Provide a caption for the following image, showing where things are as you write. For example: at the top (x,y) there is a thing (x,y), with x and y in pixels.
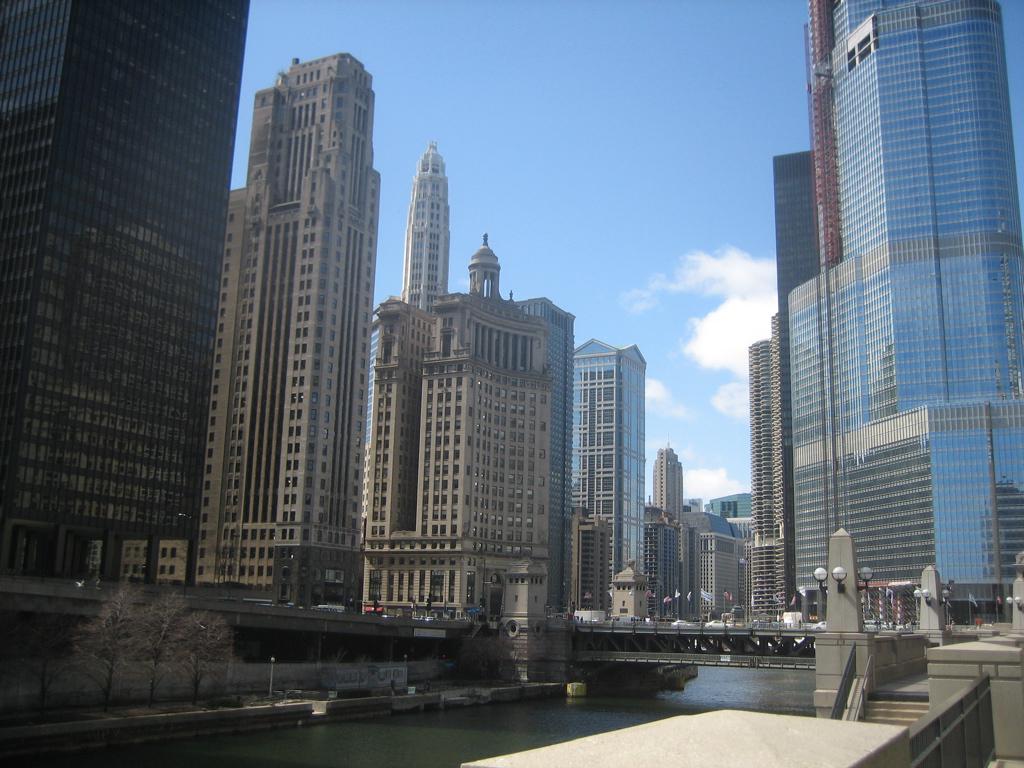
In the foreground of this image (978,725), on the bottom (973,737), there is railing (971,740), stairs (910,710) and the lights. In the background (708,636), there is a bridge (580,629), few trees (209,669), side path (225,708), skyscrapers (940,400), sky (690,325) and the cloud (710,322).
